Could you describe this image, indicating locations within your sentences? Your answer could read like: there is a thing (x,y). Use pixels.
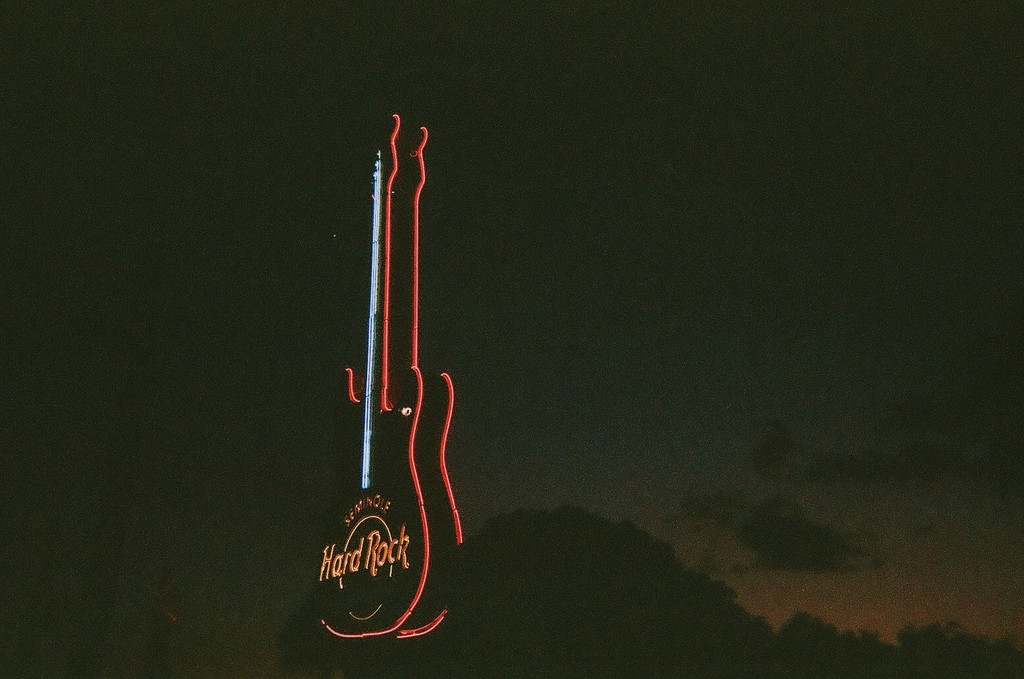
In the image there is neon light (419,378) in shape of guitar (392,554) and in the back (624,600) it seems to be a tree (613,595) and above its sky (814,511).
